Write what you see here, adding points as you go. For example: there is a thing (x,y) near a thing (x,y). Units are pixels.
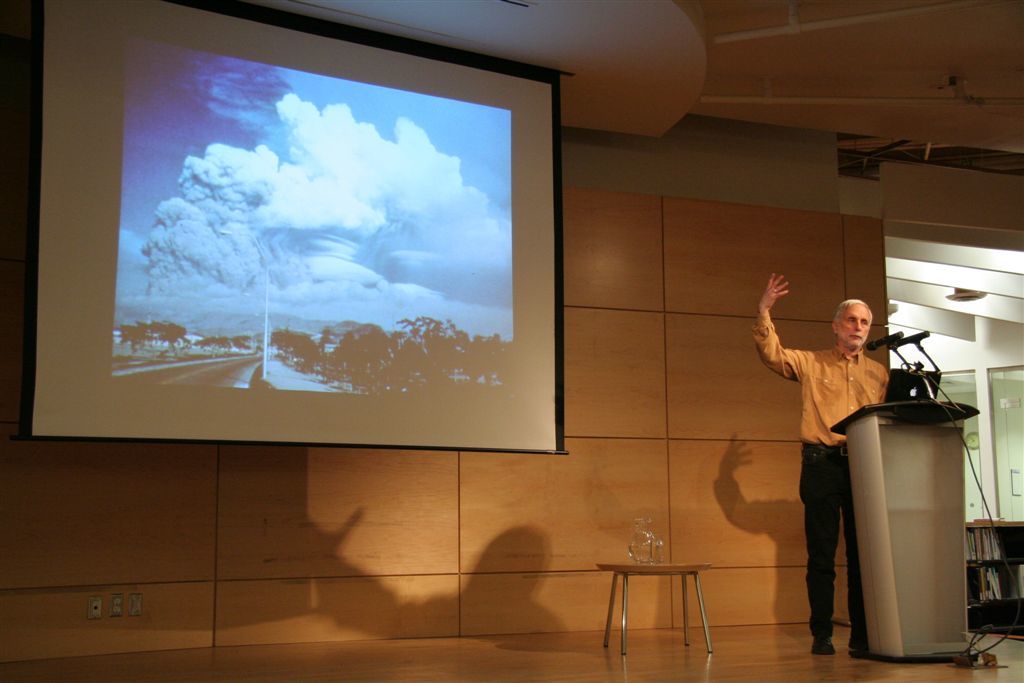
On the right side of the image (761,345) we can see a man (860,636) is standing in-front of the podium (867,472) and talking. On the podium (890,414), we can see a laptop (908,389), mics (899,334) with stands (921,376). In the background of the image (324,547) we can see the wall (575,313), screen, tables (686,646), books (984,593). On the table (642,562) we can see a jar (645,532). At the bottom of the image (442,660) we can see a floor (643,668). At the top of the image (923,24) we can see the roof (925,62).
